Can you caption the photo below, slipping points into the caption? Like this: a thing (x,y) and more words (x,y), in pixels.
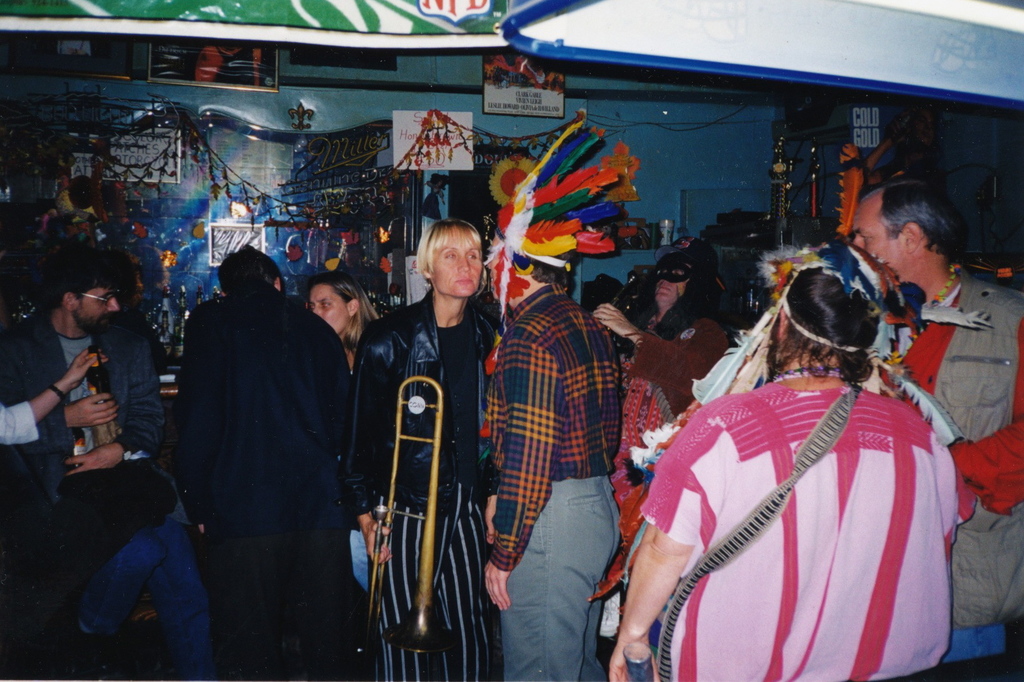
In this image I see number of people (657,355) in which this woman (474,323) is holding a musical instrument (418,380) and I see that this man (98,336) is holding a thing (95,434). In the background (190,174) I see the wall (732,162) and I see many things (235,210) over here and I see the posters (413,151) and I see that this man (582,493) and this woman (769,514) are wearing caps (551,233) which are made of feathers (513,222) and they're colorful.
